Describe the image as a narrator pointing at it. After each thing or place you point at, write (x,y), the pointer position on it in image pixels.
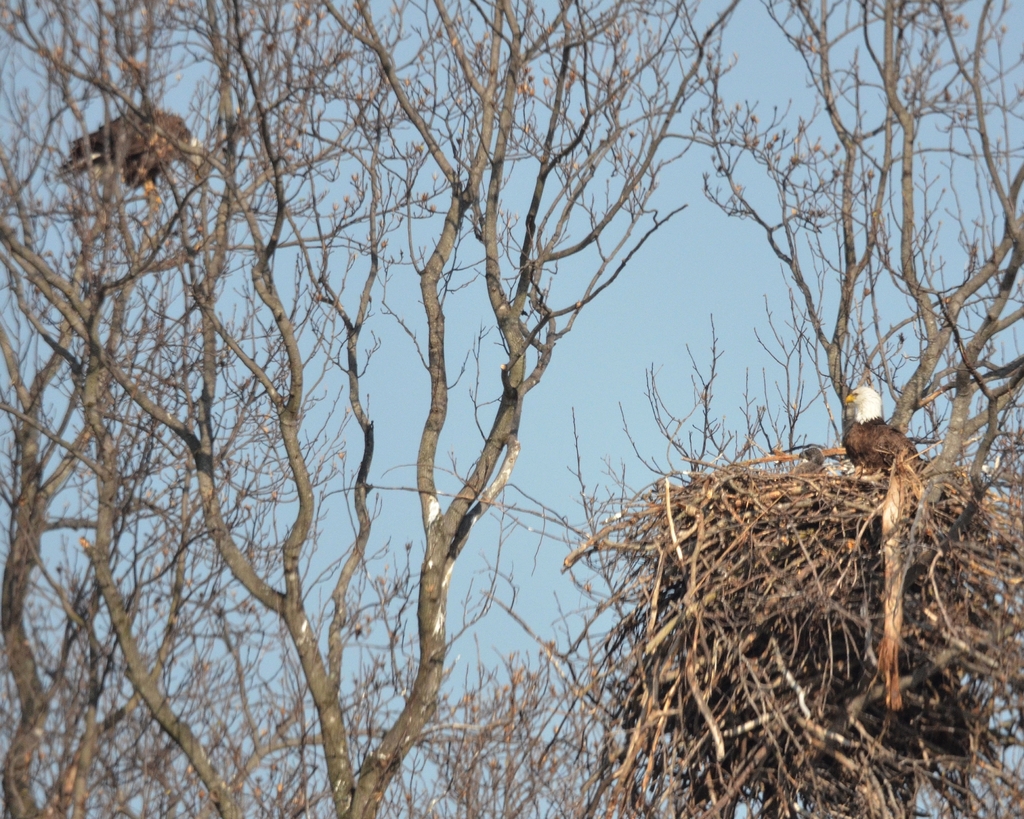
On the right side of the image (748,604) there is a bird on the nest (745,631). On the left side of the image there is a bird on the branch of a tree (190,201). Around them there are trees (120,0) with dried branches (546,680). In the background of the image (704,281) there is sky (715,271).
